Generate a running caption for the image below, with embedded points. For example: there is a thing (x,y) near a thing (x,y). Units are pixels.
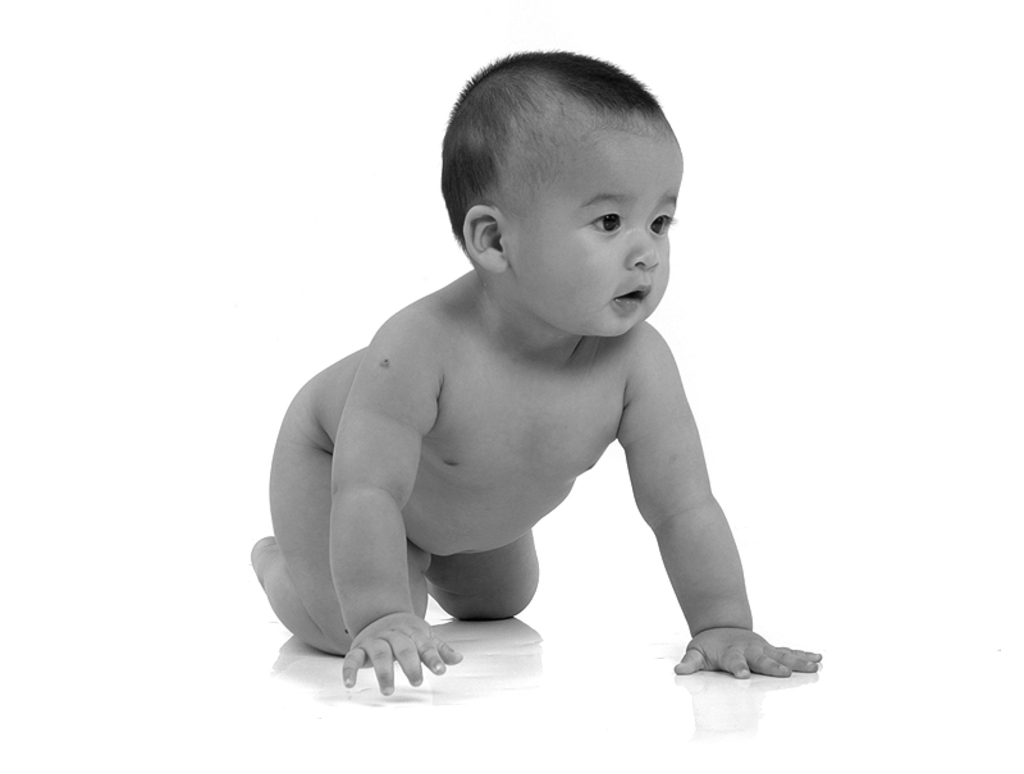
In this image we can see a kid (678,409), and the background (132,392) is white in color.
